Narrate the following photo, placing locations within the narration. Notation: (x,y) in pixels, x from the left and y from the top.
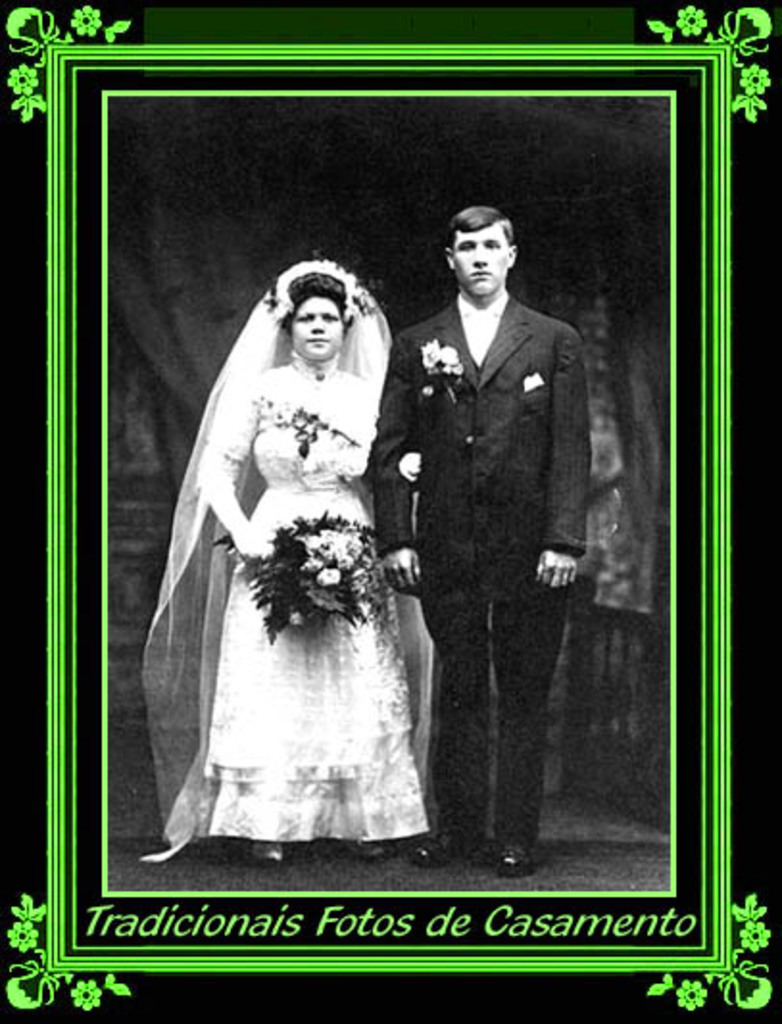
In the image there is a green frame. Inside the frame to the left side (254,522) there is a lady (251,529) with white frock (250,592) and a bouquet (287,554) in her hand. Beside her to the right side (532,335) there is a man (561,436) with black jacket (517,444) and flowers (441,370) in his pocket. Behind them there is a black background (372,225). And to the bottom of the image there is a name (679,930).
